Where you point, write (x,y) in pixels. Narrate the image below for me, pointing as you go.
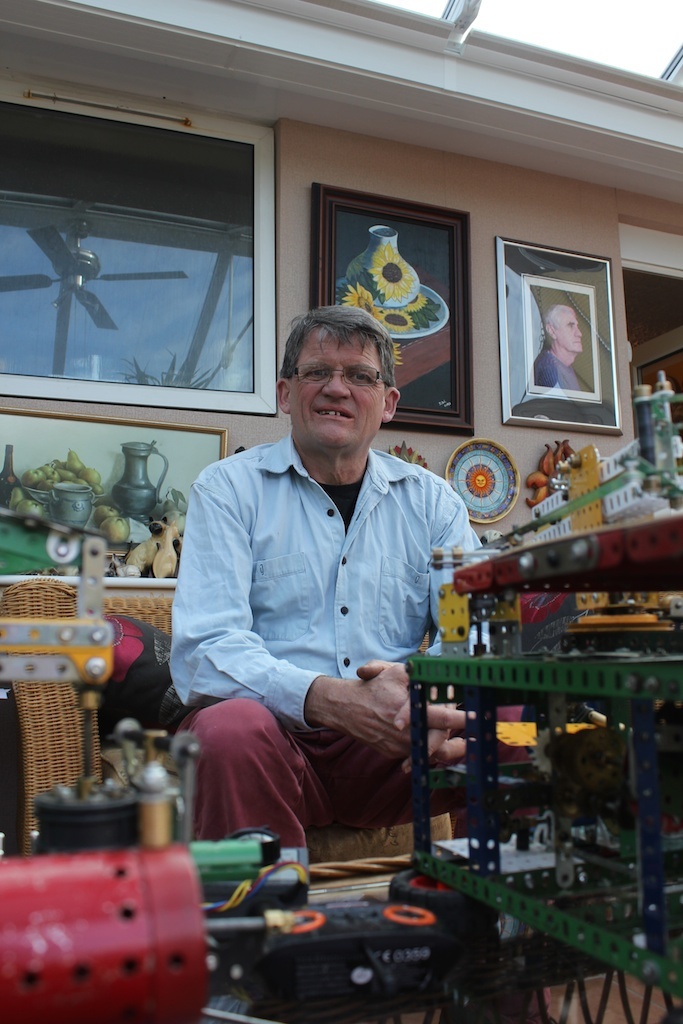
In this image we can see a person (264,501) wearing specs (361,374). And he is sitting. In front of him there are some items (266,877). In the back (135,487) there is a photo frame (44,497). Also there is a wooden object (41,725). And there is a wall (319,178) with photo frames (616,369). And we can see a building (534,209).
